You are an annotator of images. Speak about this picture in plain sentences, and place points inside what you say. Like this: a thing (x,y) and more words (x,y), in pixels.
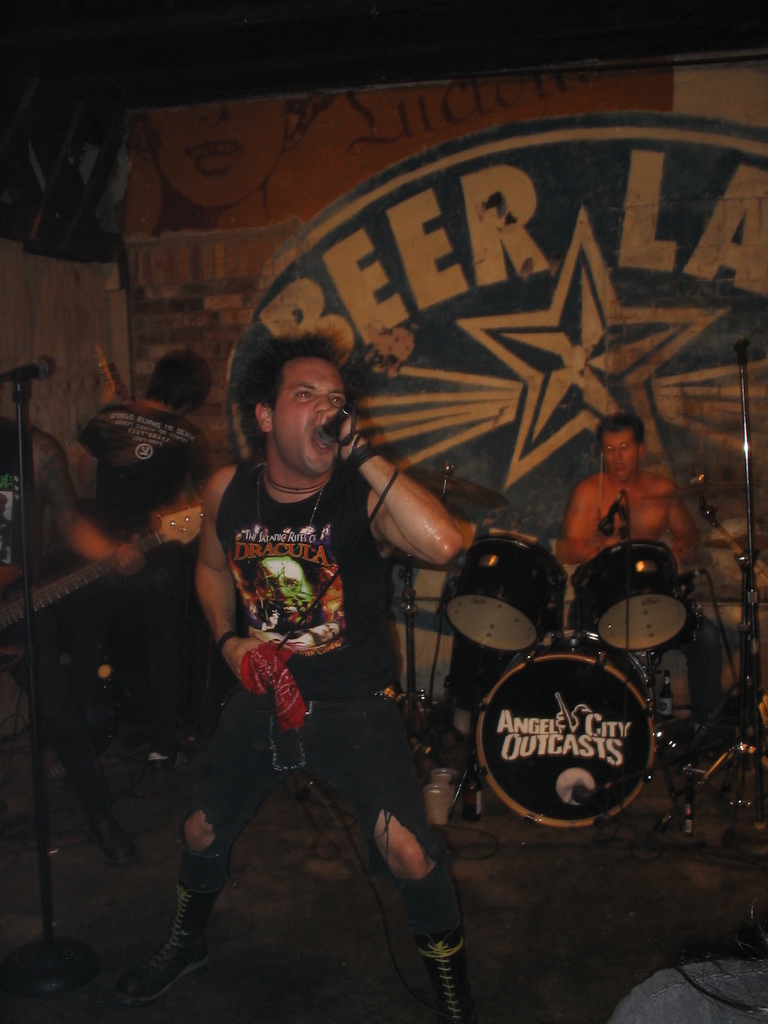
There is a man (412,486) standing on a stage (559,856) holding a microphone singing in it behind him there are so many other people (31,565) playing musical instruments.
